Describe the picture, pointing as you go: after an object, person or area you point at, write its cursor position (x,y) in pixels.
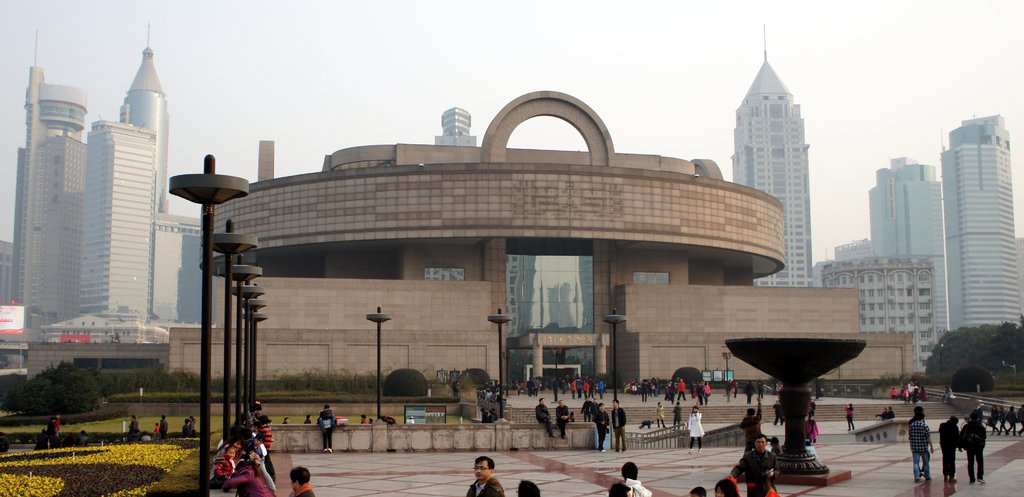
In the image there are few people (236,426) standing and walking on the floor (941,473) with a huge building (368,274) behind with plants (406,375) in front of it, in the background (835,237) there are skyscrapers (50,213) and above its sky (446,48).
